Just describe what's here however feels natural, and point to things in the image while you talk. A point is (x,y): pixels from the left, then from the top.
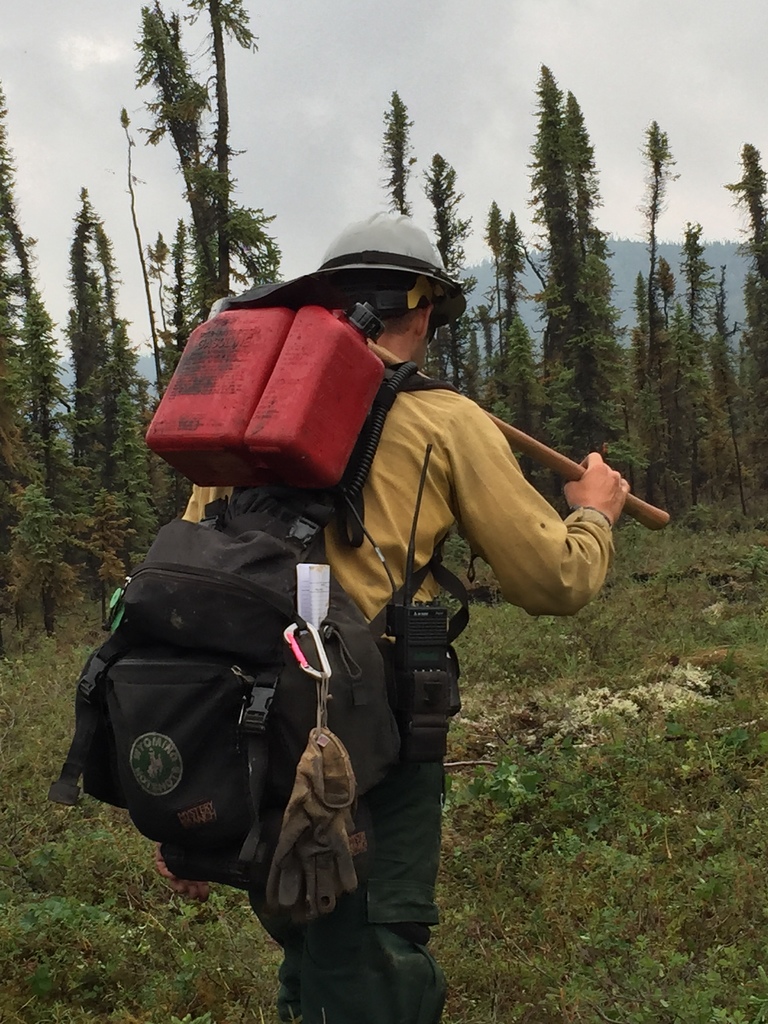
This person (424,433) is standing and wore a bag (199,768) and holds a stick (559,470). Far there are number of trees (12,383) and plants (83,827). Sky (424,50) is cloudy.
